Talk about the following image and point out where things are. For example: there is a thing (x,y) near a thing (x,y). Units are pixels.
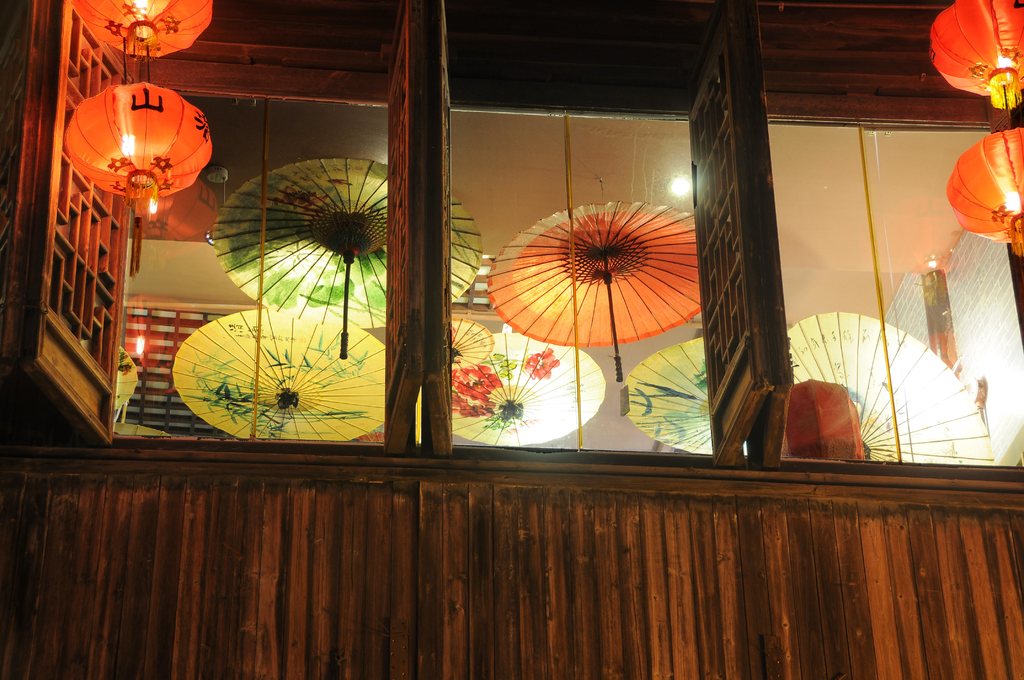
In the image we can see there are umbrellas (555,263) hanging from the top and there are lights (143,138) kept on the top (143,138). There is window (384,340) on the building (441,496).
